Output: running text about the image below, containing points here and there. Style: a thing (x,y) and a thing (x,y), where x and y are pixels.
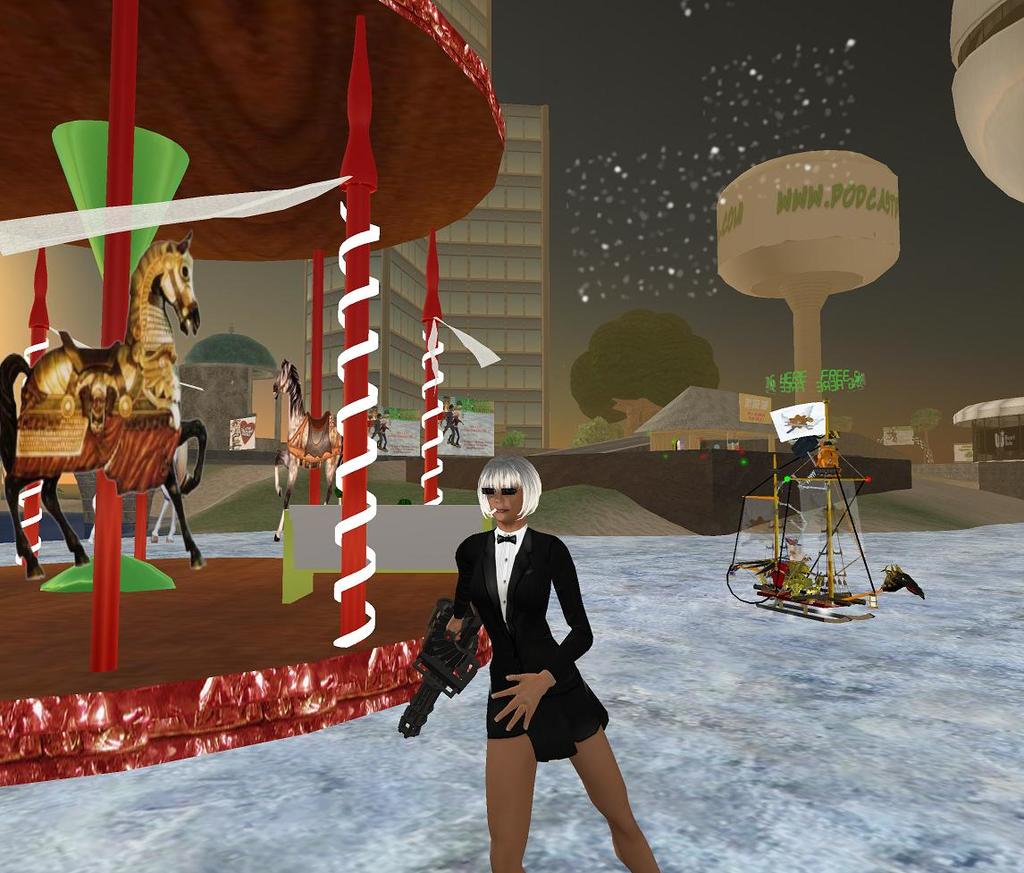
This is a animated image. In the center of the image (519,485) there is a lady (508,469) wearing a black color suit (494,712). At the background of the image (542,421) there is a building (543,180). There is a water tank (805,337).
